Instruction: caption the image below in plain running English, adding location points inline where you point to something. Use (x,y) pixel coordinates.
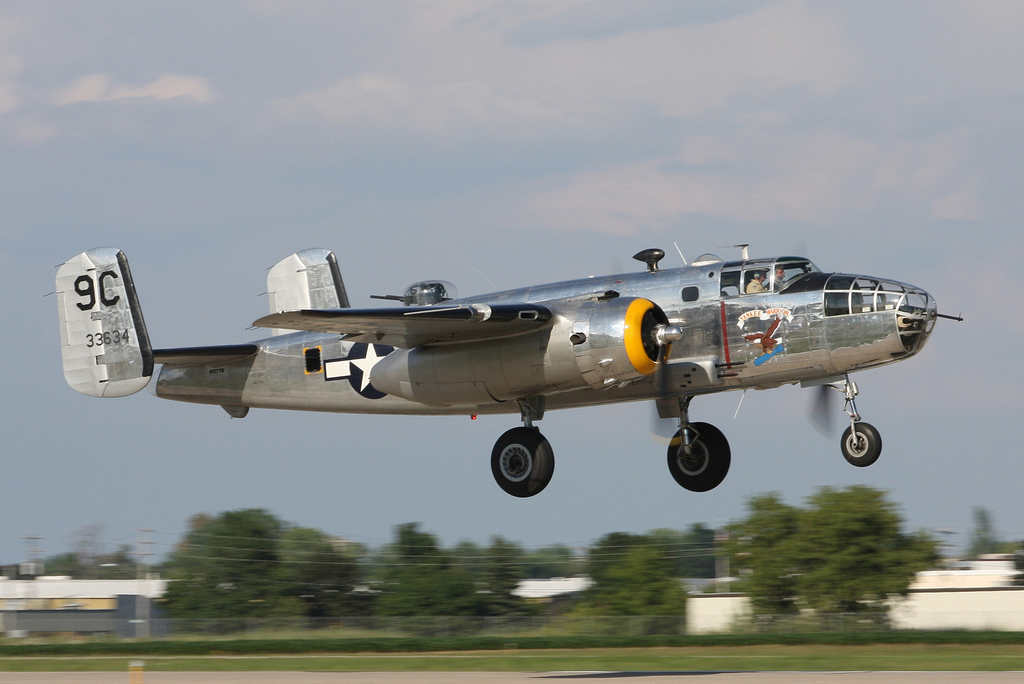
In this image there is an airplane (844,435) flying in the sky (549,421), in the background (220,565) there are trees (641,547).
